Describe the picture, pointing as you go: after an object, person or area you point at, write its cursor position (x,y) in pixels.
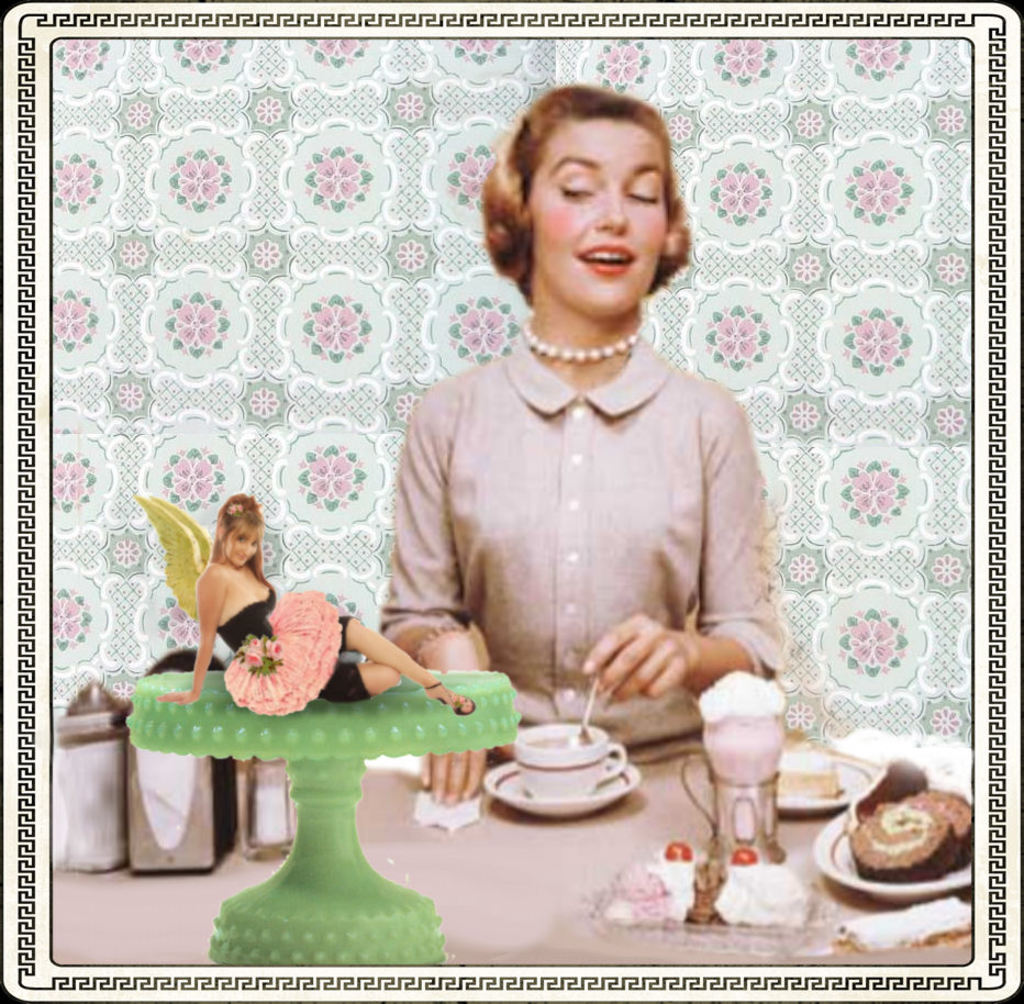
In the picture we can see a photograph (30,545) of a woman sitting near the table (90,908) on it we can see a woman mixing a coffee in the cup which is in the saucer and near it we can see cake stand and on it we can see a woman picture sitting with wings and smiling and near to it we can see some tins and some cake slices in the plate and behind her we can see a wall (962,306) with designs (326,547) on it.
